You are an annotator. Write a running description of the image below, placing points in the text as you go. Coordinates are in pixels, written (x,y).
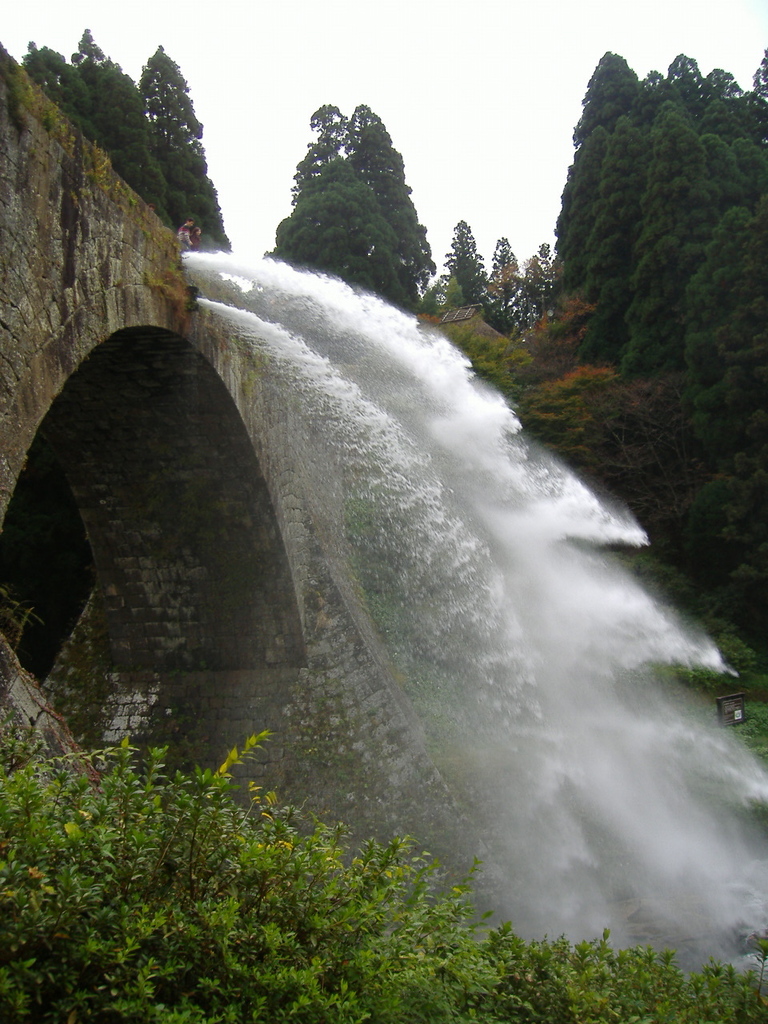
In this picture we can observe water (282,359) flowing from the pipes (182,260). There is a bridge (198,310). We can observe some plants (310,873) and trees (106,87). In the background (365,17) there is a sky (410,51).
